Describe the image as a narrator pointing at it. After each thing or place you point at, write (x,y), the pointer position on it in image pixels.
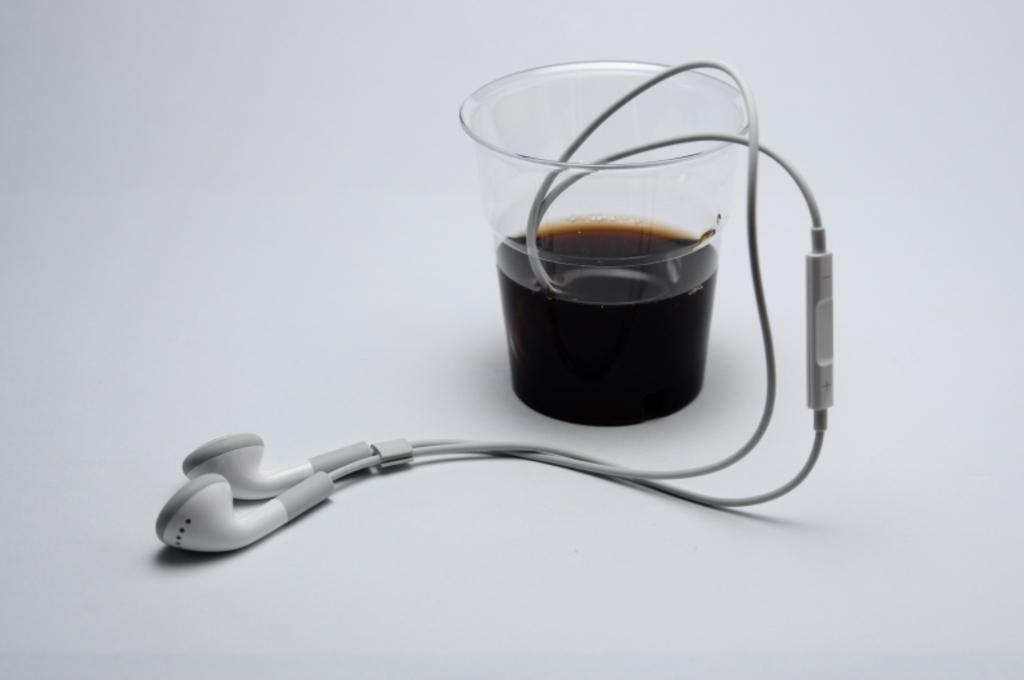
In this image we can see the glass of liquid (622,251) and the earphones (428,441) on the white surface (724,512).
